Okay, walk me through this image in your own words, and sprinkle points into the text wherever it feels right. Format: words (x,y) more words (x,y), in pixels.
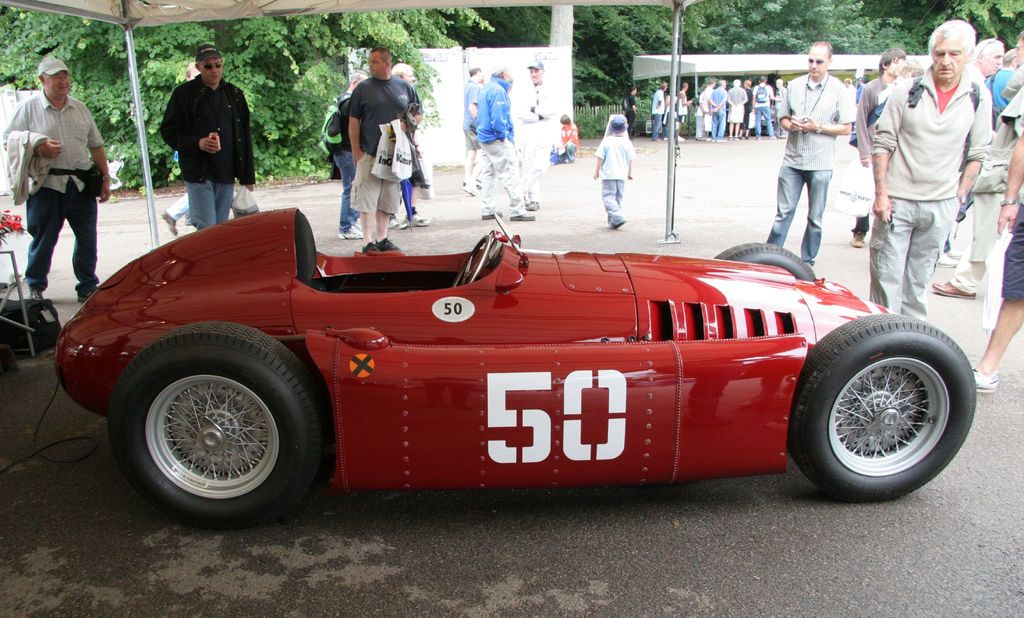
In the center of the image (509,361) there is a car (230,392) on the road (581,550). On the right side of the image (921,144) we can see person (879,155) standing on the road (978,412). On the left side of the image (208,181) we can see a person (179,135) standing on the road (133,201). In the background (630,78) we can see tents (108,17), persons (340,163) and trees (578,40).
